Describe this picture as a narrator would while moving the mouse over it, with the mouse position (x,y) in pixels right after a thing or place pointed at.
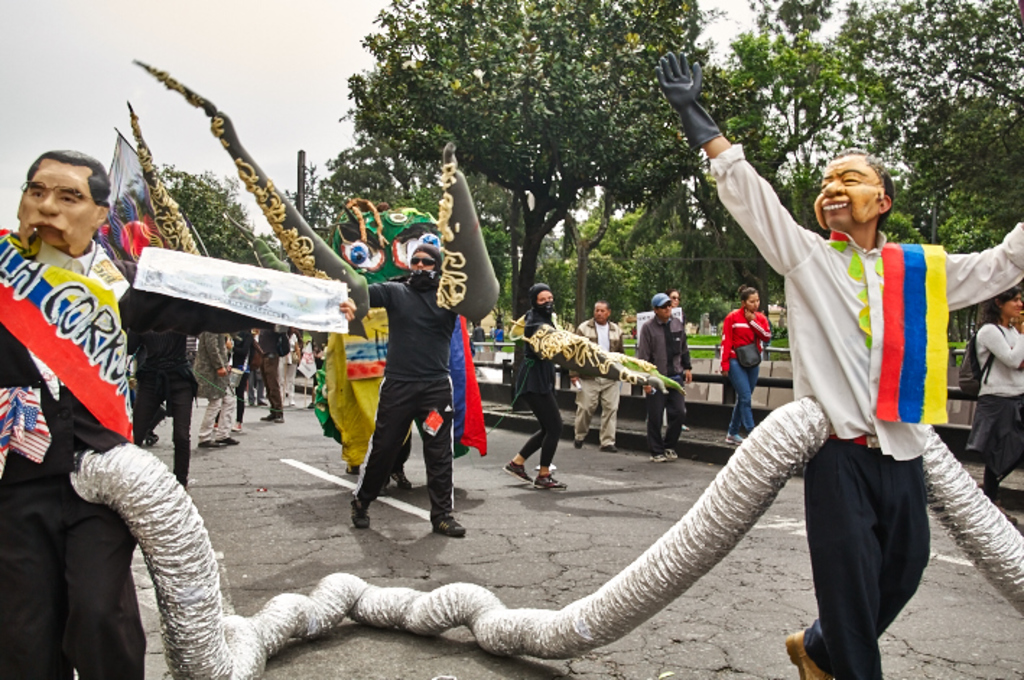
In this image we can see people (434,332) wearing costumes (853,605) and performing on the road (320,504). In the background (624,234) there are people (745,312) walking on the road (576,471), trees (713,298), creeper plants (689,257) and sky (345,130).
